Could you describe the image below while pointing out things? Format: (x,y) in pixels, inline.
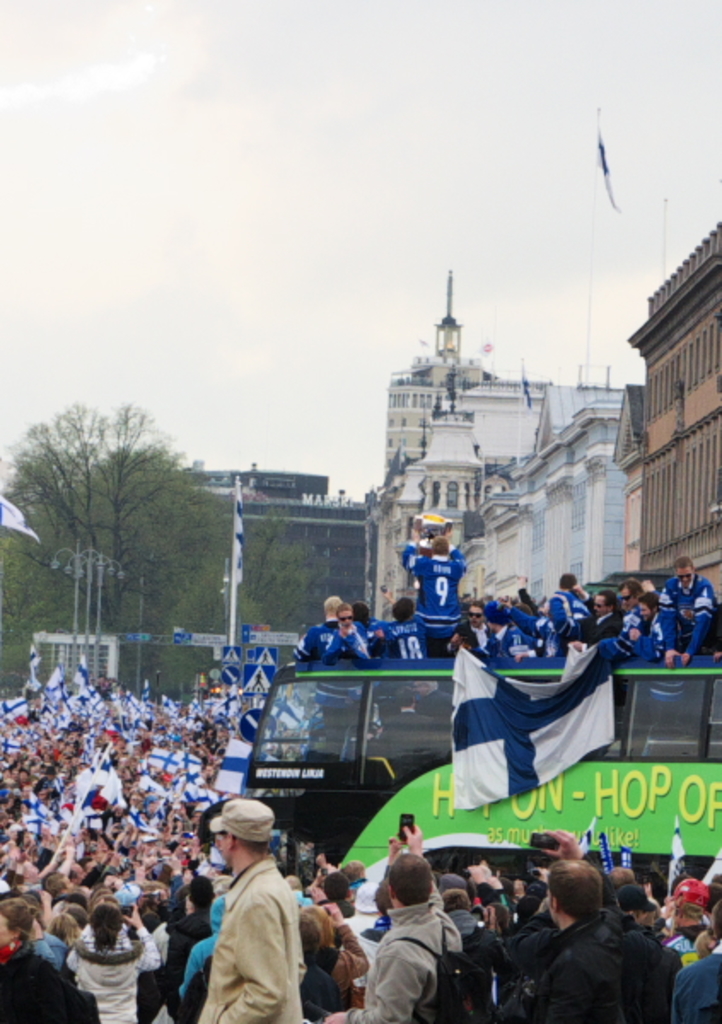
In the image there is a green (688,792) bus on the right side (618,787) with people (298,652) standing above it in blue jerseys (691,605), there are many people (117,884) standing on the land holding flags (162,759) taking pictures in phones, in the back (516,458) there are buildings (573,531) and trees (150,497) and above its sky (249,149).
